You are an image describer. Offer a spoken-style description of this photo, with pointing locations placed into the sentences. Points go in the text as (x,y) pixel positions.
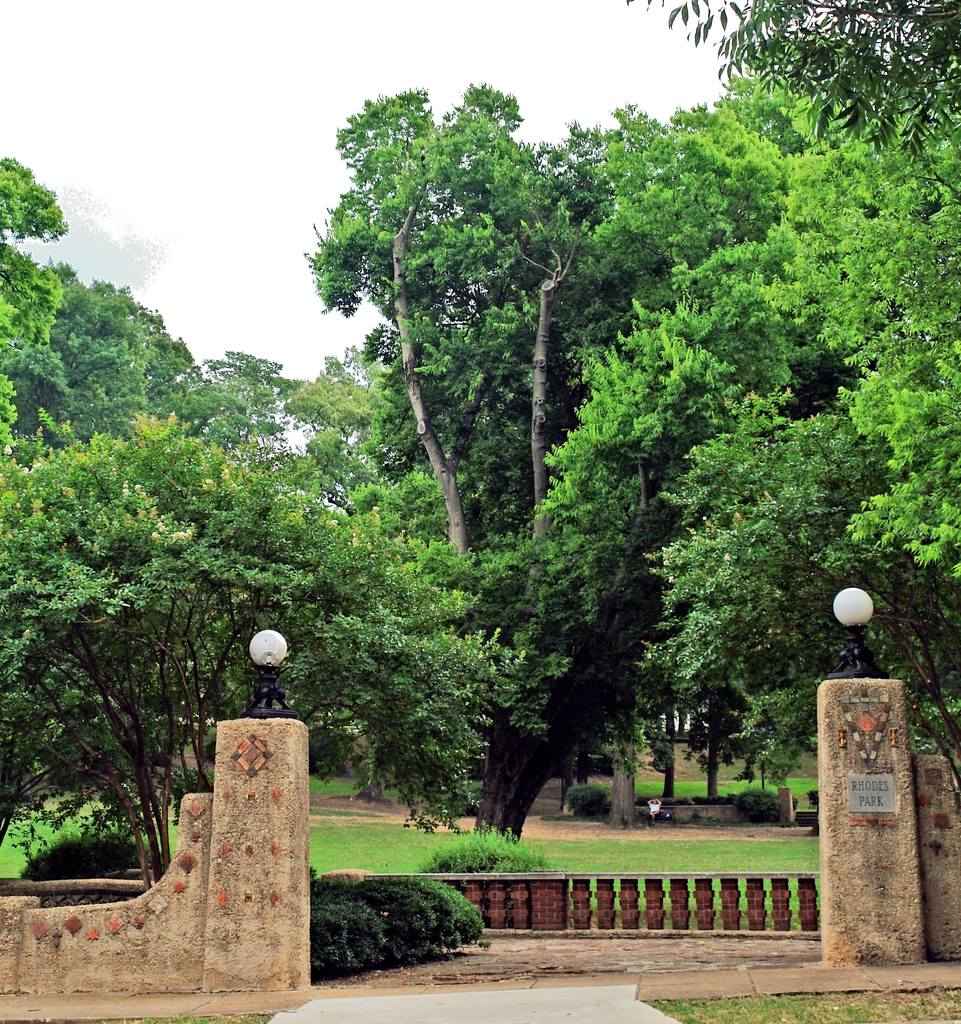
This picture we can discuss about old boundary wall (193,828) and pillar (254,741) on which white and black light post (266,677) are seen. In front (432,876) we can see small parapet wall (509,876) and green the lawn (382,841). In the background (404,511) we can see many trees (384,258) and above white sky (170,155).
